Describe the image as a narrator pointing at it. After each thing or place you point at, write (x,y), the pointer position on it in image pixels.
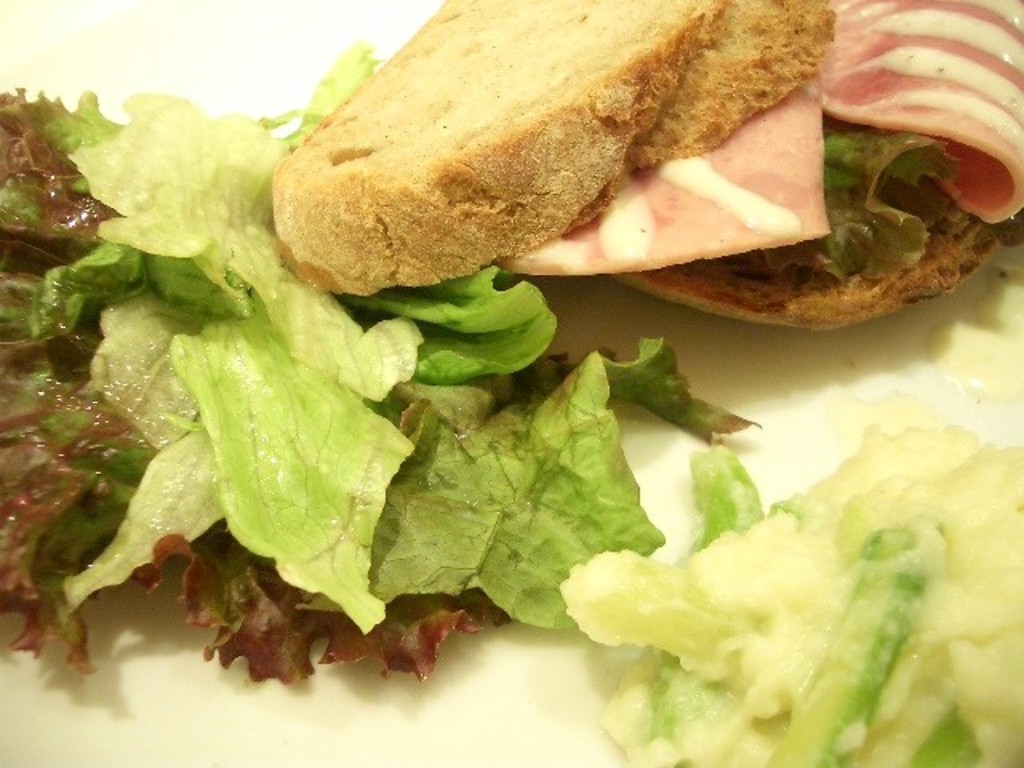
In this picture I can see food items (294,346) on an object (282,731).
